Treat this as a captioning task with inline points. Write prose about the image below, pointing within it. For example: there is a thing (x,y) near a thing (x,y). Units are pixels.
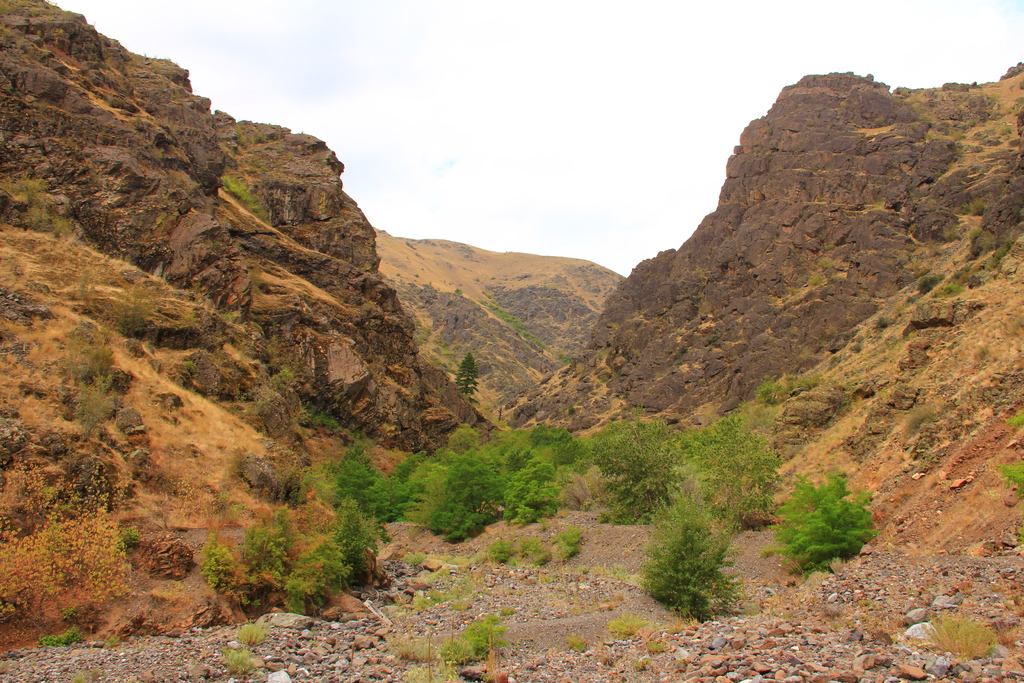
In this image we can see some plants (371,495), mountains (430,411) and stones (518,558) on the ground (576,567), in the background (600,167), we can see the sky (592,173).
